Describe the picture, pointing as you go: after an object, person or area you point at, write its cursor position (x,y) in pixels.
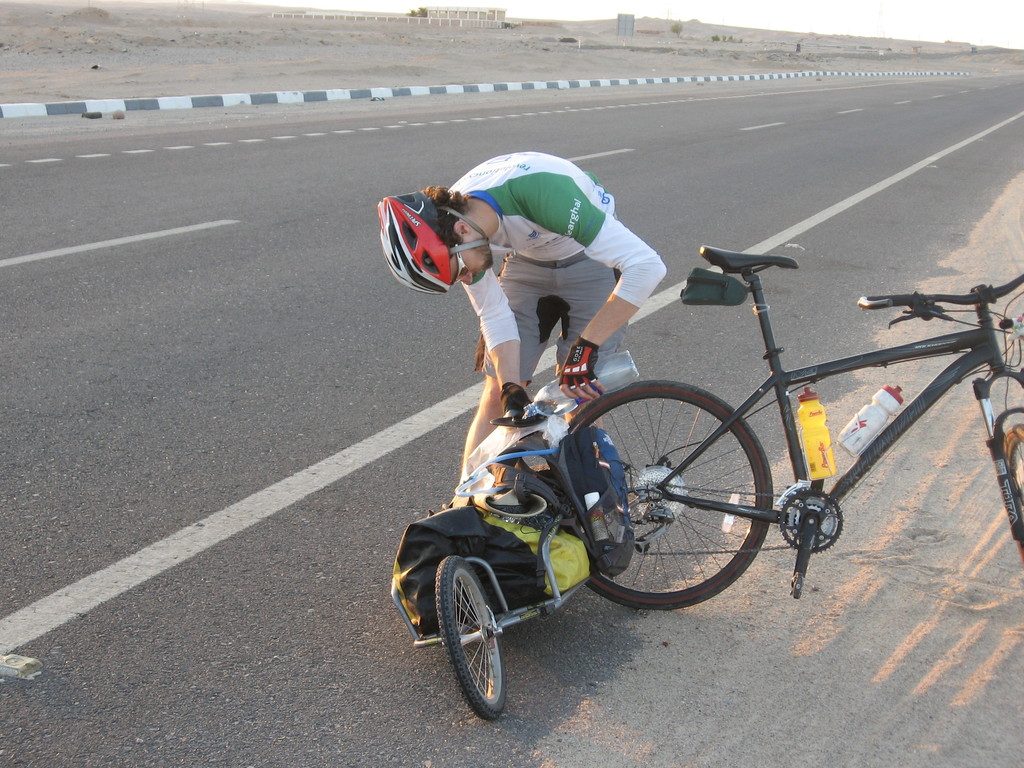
In this picture we can see a person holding bottle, we can see the bicycle (978,347) parked beside the road (725,341).
